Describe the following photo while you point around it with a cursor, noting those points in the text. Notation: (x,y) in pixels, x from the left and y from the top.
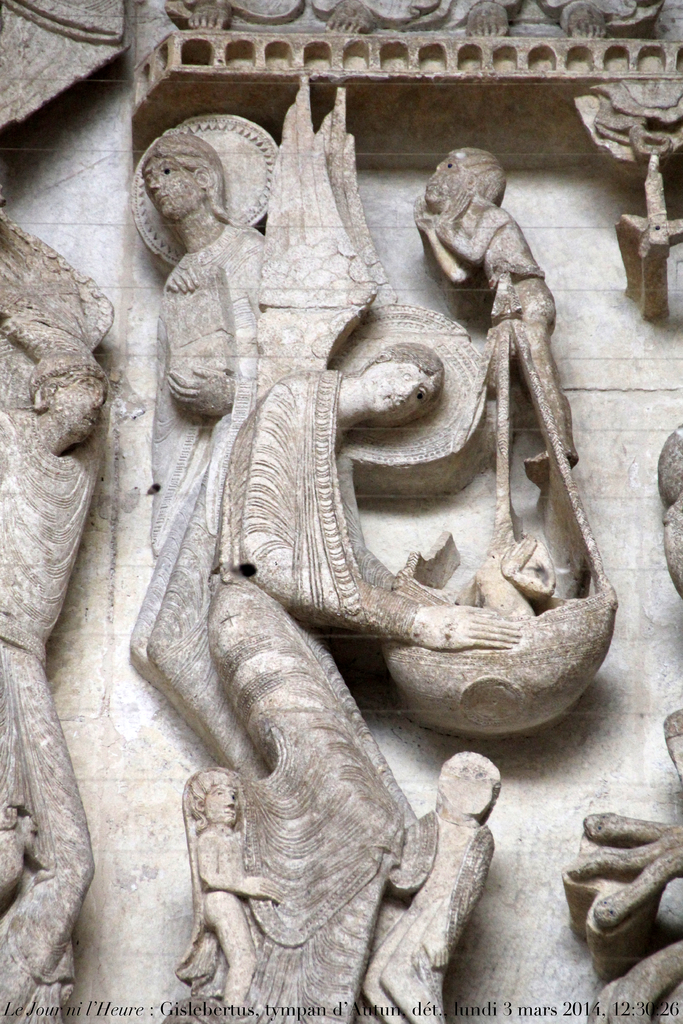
There is a wall (388,201). On that there are sculptures (427,662). To the down there is a watermark (281,1009).
